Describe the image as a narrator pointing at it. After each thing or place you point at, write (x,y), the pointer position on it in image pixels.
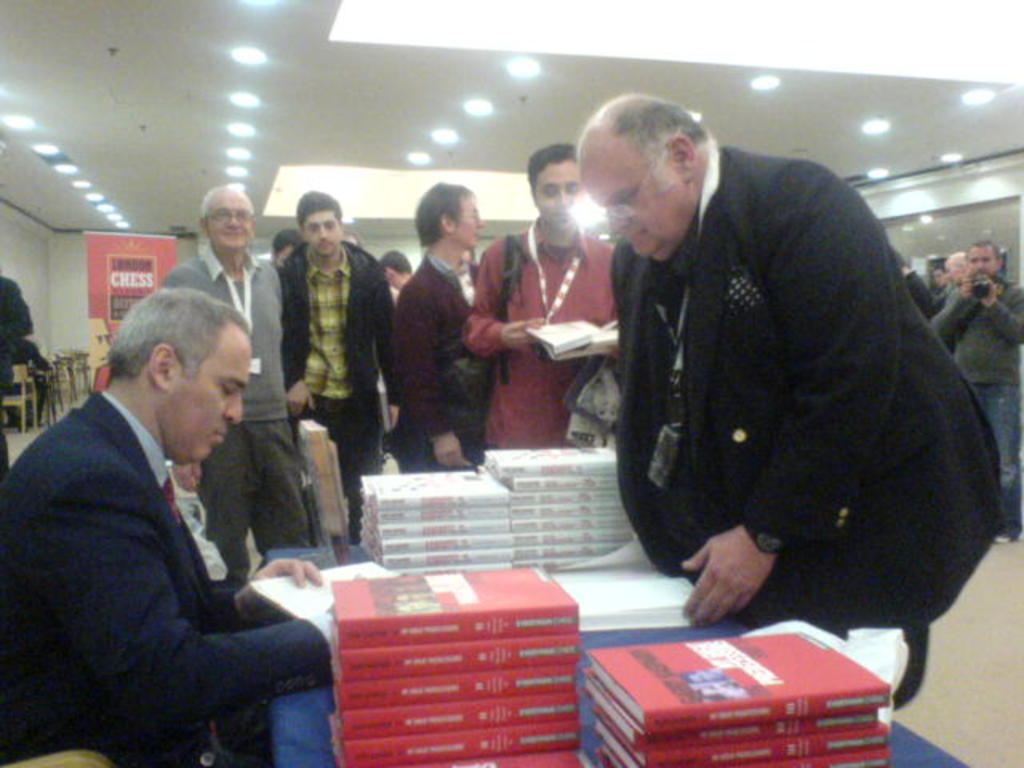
In the picture I can see people (187,435), among them one man (99,516) is sitting on a chair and others are standing on the floor (989,615). In the background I can see a banner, lights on the ceiling (328,172), walls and some other objects (28,383).
